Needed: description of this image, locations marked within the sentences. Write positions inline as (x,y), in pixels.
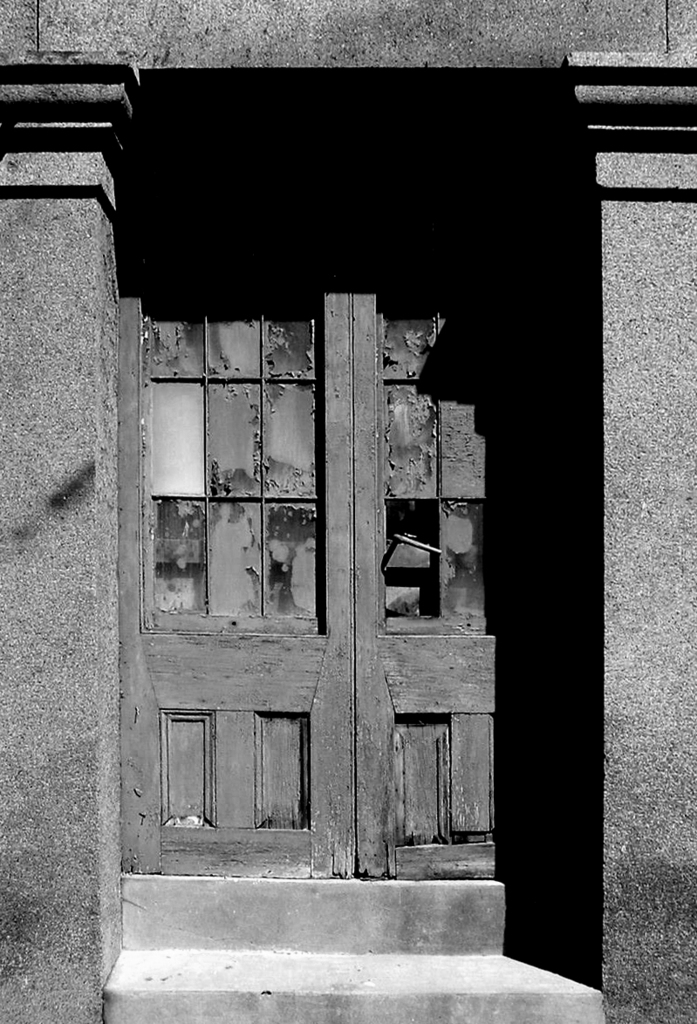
In this picture, it seems like pillars (36,492) and a door (311,435) in the foreground (285,474).
